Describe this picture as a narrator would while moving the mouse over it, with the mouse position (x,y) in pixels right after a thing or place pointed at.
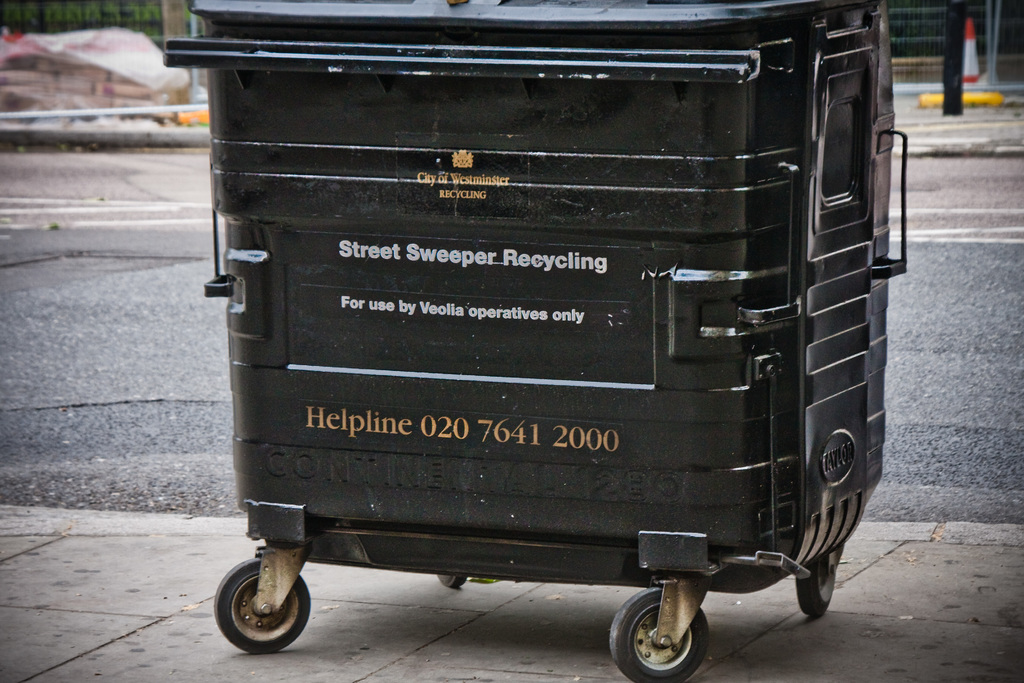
In the center of the image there is a black color dustbin (252,644). At the bottom of the image (851,605) there is road (139,381).
